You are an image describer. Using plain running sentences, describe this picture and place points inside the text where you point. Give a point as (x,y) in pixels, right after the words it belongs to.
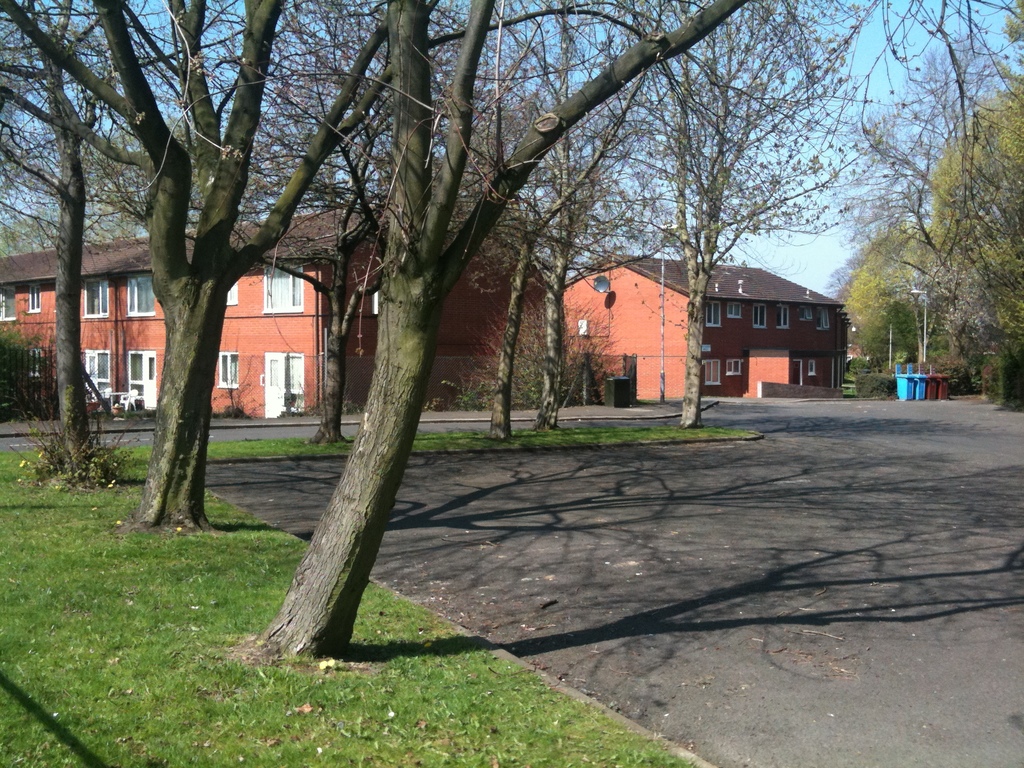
In this image we can see the buildings (308,331). In front of the buildings (294,342) we can see trees (166,445) and the grass (51,532). On the right side (945,398), we can see dustbins (945,398) and trees (976,274). At the top (737,24) we can see the sky (881,17).
